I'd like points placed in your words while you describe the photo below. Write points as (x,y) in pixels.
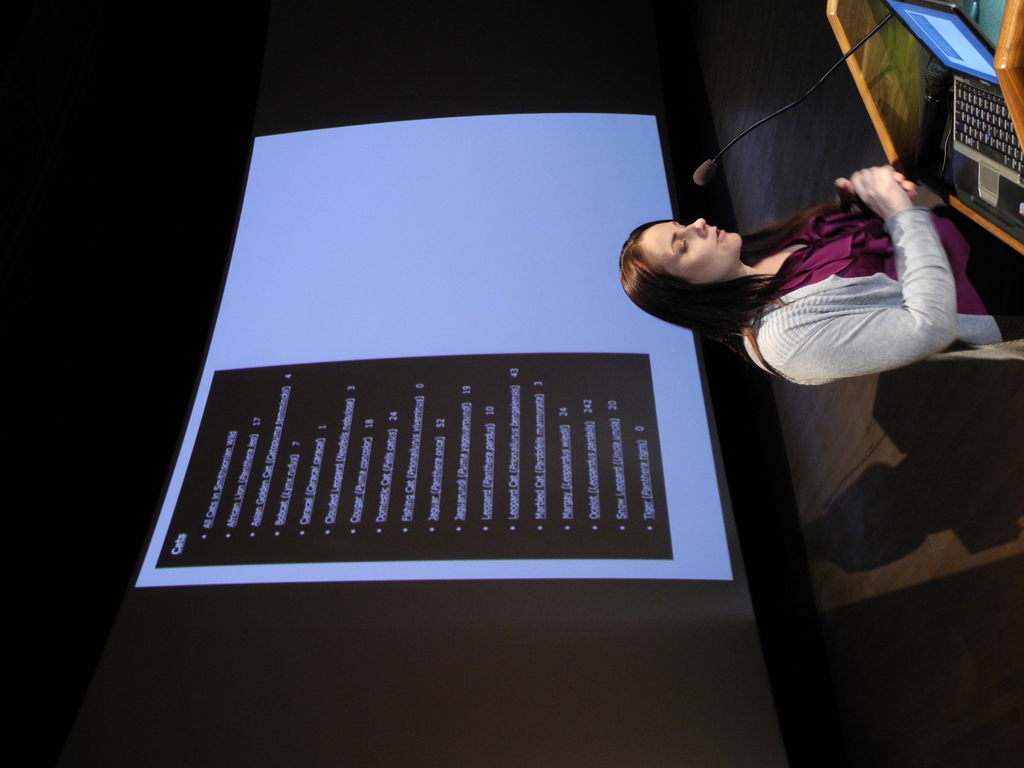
In this image, we can see a lady (880,219) in front of podium (904,62) and there is a mic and laptop (963,134) on it. In the background (435,518), there is screen (335,490).
